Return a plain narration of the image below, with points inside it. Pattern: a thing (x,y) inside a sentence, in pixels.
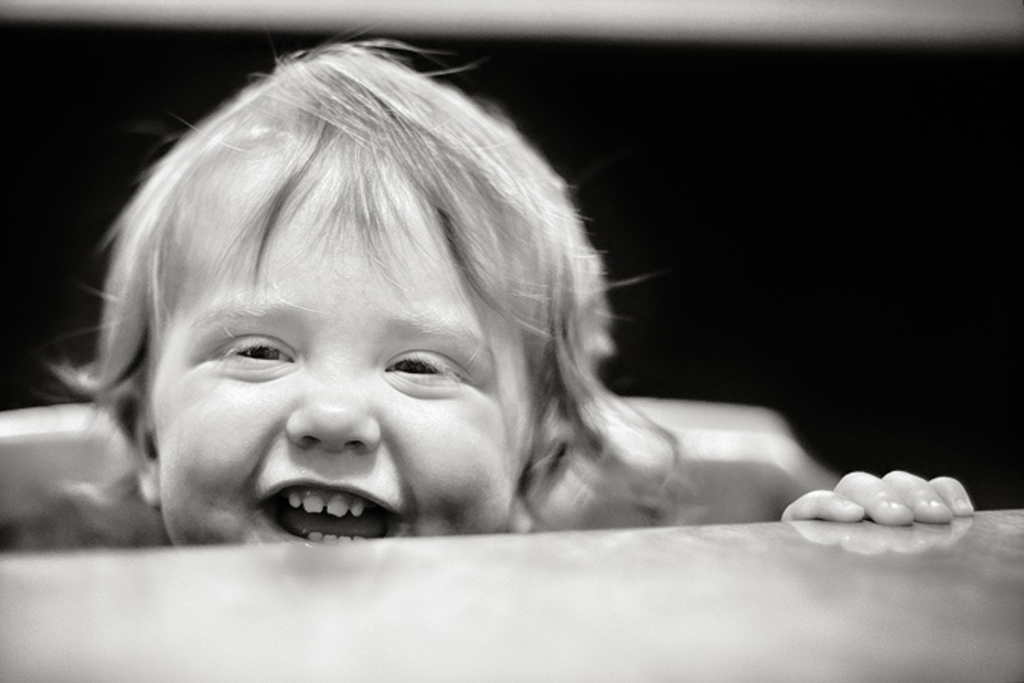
In the image we can see a baby (502,195) smiling. Bottom of the image (734,544) there is a table (933,536).
